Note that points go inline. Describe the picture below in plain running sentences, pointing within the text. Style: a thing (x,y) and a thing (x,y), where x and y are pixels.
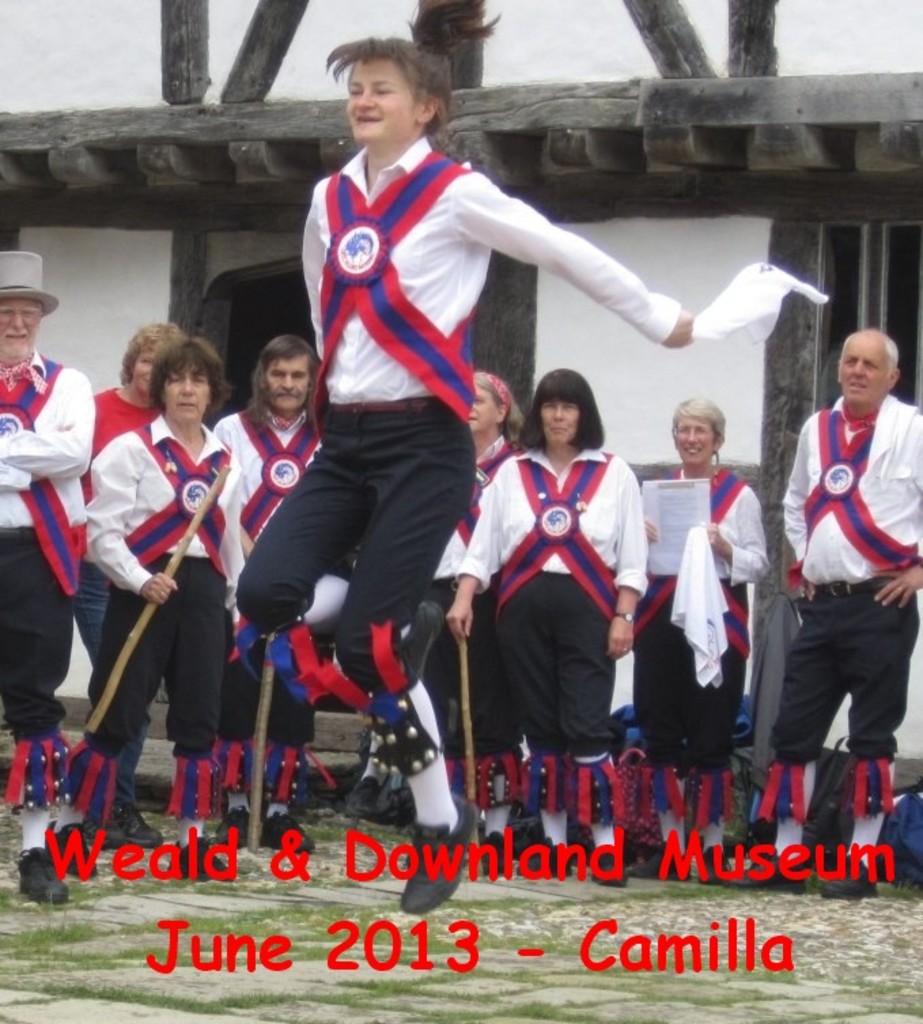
In this image there is a person (432,426) jumping by holding a napkin (717,306), and in the background (25,469) there are group of people (60,455) standing and holding the sticks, building (502,367) and there is a watermark (102,833) on the image.
